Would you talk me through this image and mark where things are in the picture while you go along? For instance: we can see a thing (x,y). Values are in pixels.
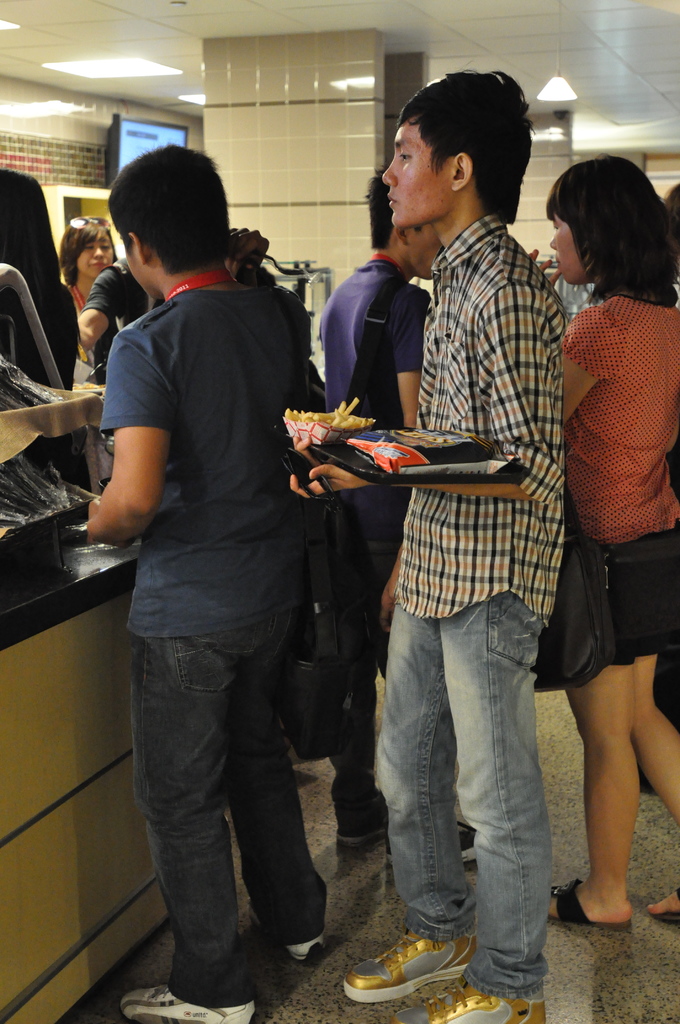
In this image we can see many people (426,279). One person (461,260) is holding a packet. There are pillars (281,169). On the ceiling (61,15) there are lights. Also there is a television (124,136) near to the wall (61,157).
